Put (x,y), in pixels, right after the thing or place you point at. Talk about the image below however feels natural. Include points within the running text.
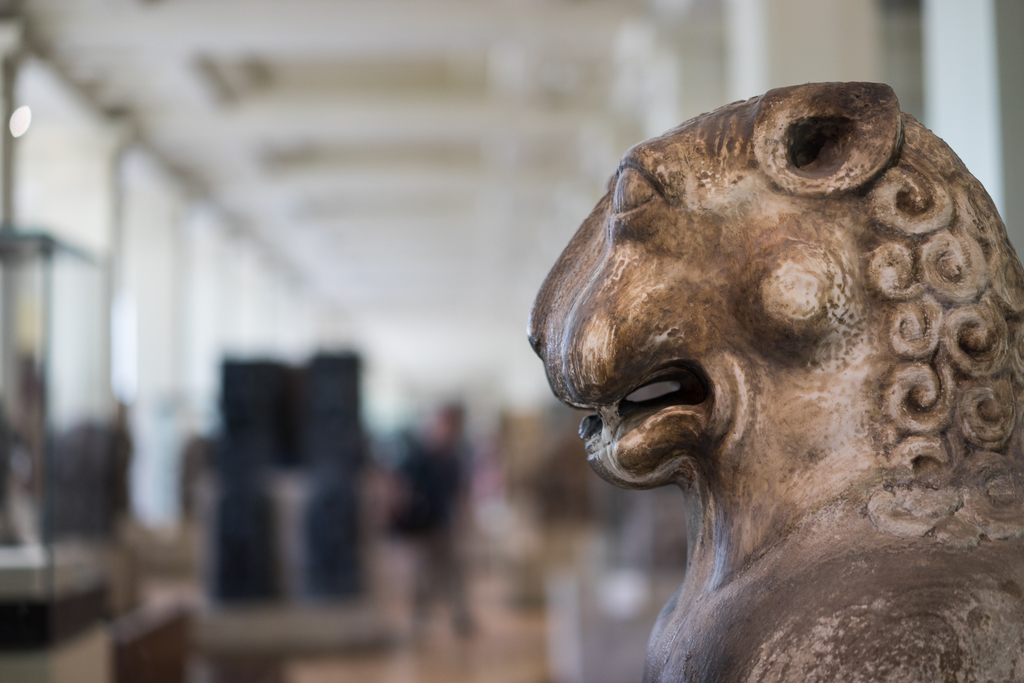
In this image in the front (839,538) there is a statue (830,523) and the background (437,461) is blurry.
